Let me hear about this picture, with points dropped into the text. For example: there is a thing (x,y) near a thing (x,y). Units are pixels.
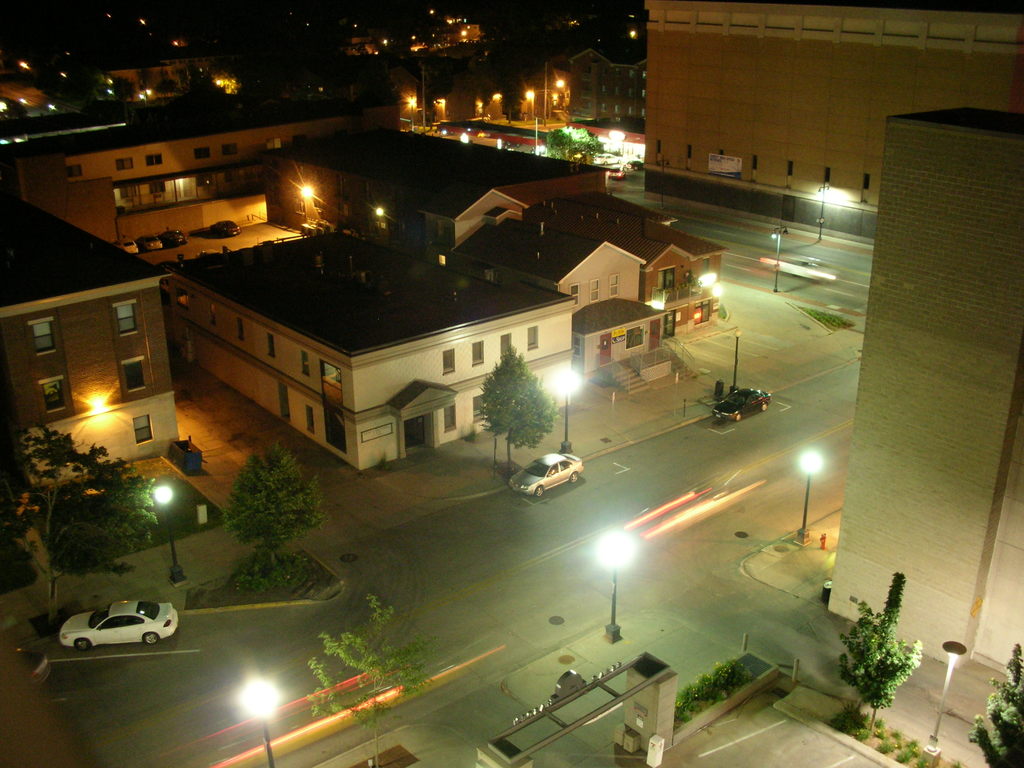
In this image, there are a few vehicles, buildings (385,404), trees (284,489), plants (697,686), poles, lights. We can see the ground (660,639) with some objects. We can see the arch (670,683) and some grass (209,509).
